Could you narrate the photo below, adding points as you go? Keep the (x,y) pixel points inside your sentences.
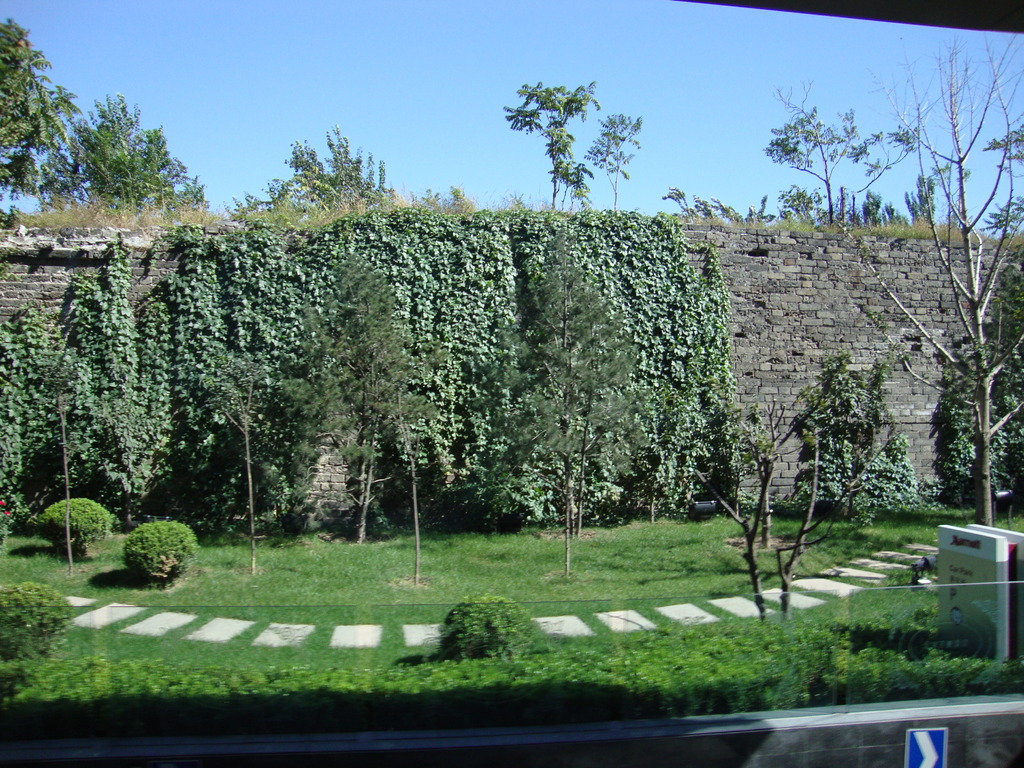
In this picture there are trees (963,444) and plants (554,513) and there is a creeper (211,344) on the wall (906,341). At the top (645,25) there is sky (789,13). At the bottom (331,657) there is grass (23,558) and there is a pavement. On the right side of the image (945,579) there are boards (944,598) and there is text (961,574) on the boards (978,569). At the bottom right (978,725) it looks like a wall (889,759).
